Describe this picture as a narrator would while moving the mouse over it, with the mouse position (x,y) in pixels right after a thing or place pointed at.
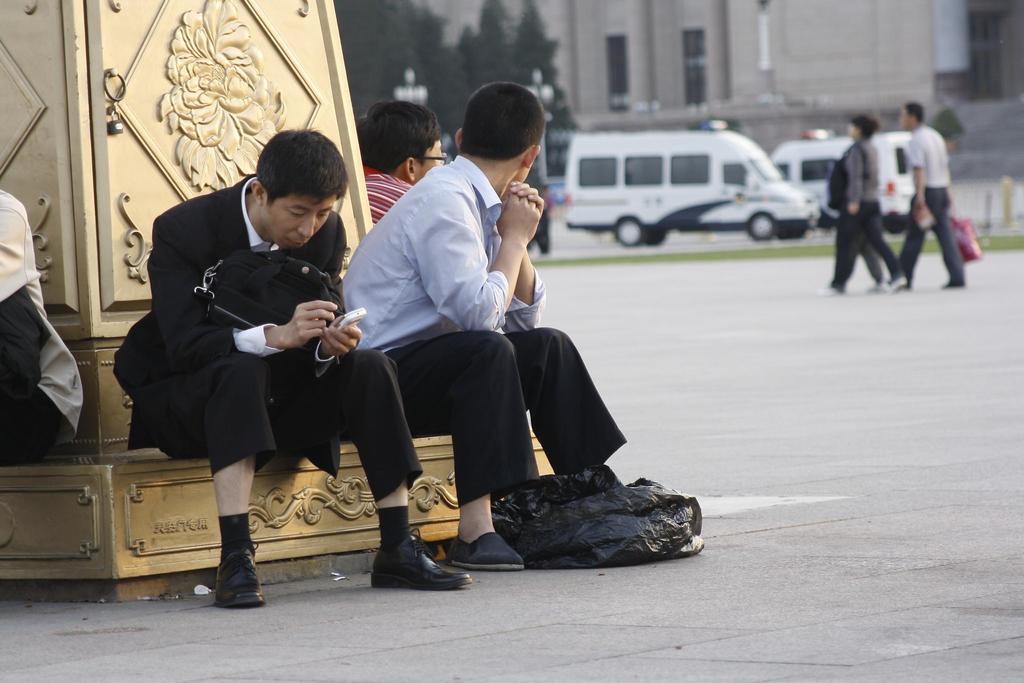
In this picture we can see few people (487,549) sitting and one person (405,488) is holding a mobile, here we can see a pillar (422,492), bag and a polythene cover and in the background (999,135) we can see few people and vehicles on the ground (687,339) and we can see poles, trees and buildings (1023,105).
